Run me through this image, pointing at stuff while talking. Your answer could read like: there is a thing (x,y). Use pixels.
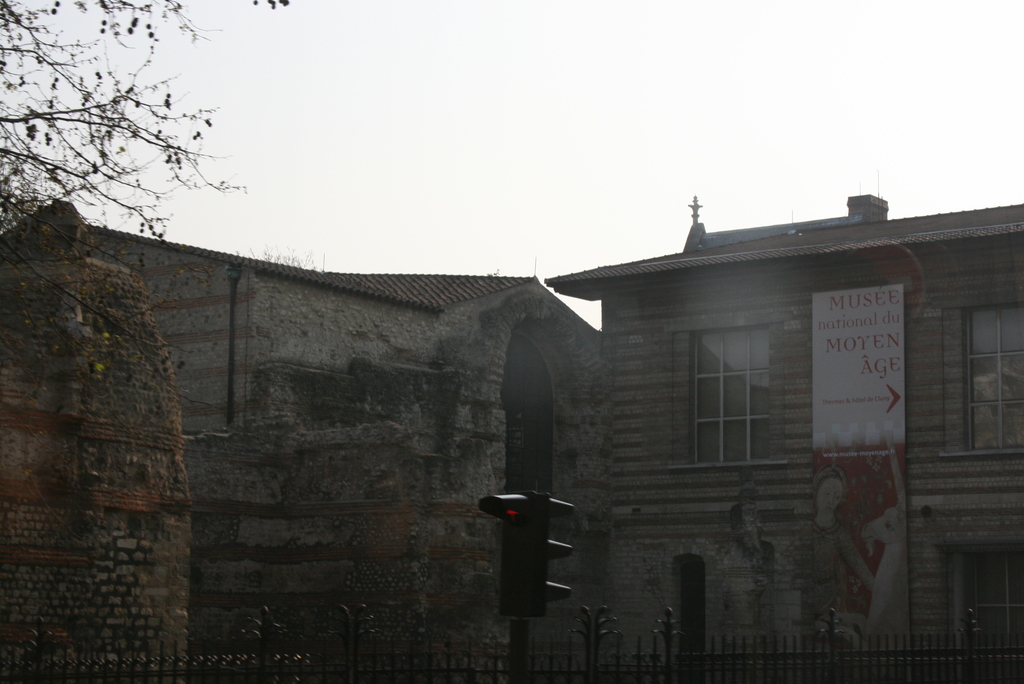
In this image there is a traffic signal light (533,523) in the middle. In the background (525,389) there are buildings (344,300). On the right side (843,442) there is a hoarding (899,443) attached to the building (811,399). At the bottom (932,665) there is fence (843,647). On the left side (29,198) top there is a tree (16,138).
